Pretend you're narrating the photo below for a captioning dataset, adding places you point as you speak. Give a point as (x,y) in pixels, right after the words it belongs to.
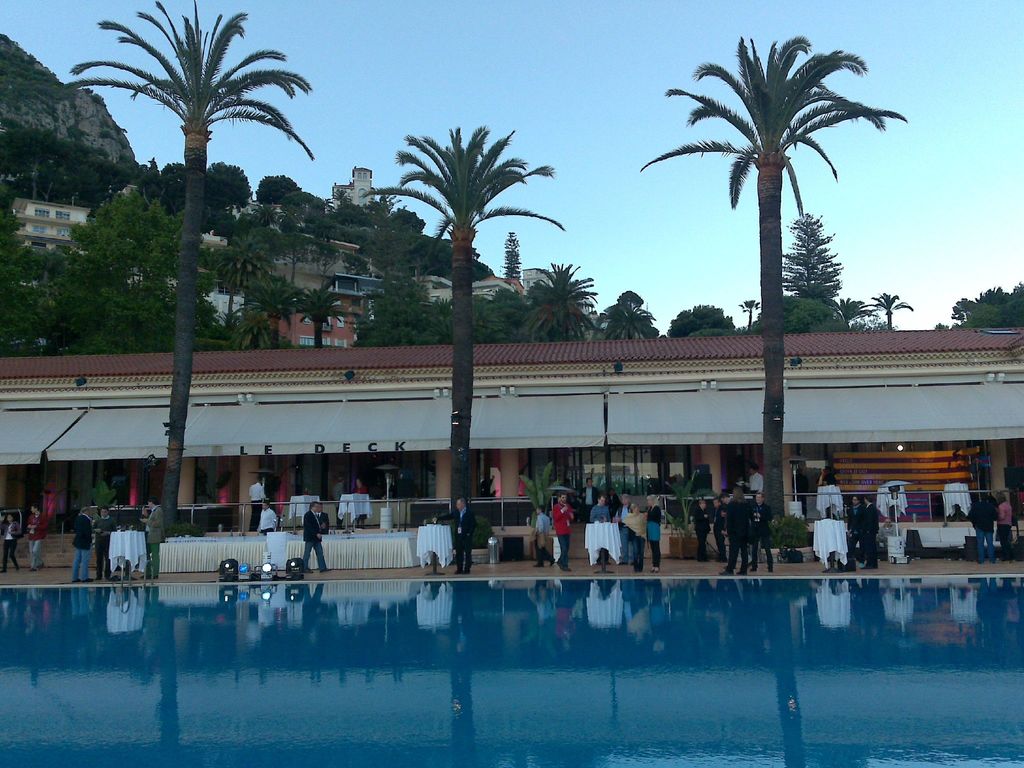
In this image we can see the buildings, hill (42,105), trees (302,260), tables (376,550), lights (263,572) and also the pool (497,628) at the bottom (574,628). We can also see the people (849,545). Sky (566,24) is also visible in this image.
